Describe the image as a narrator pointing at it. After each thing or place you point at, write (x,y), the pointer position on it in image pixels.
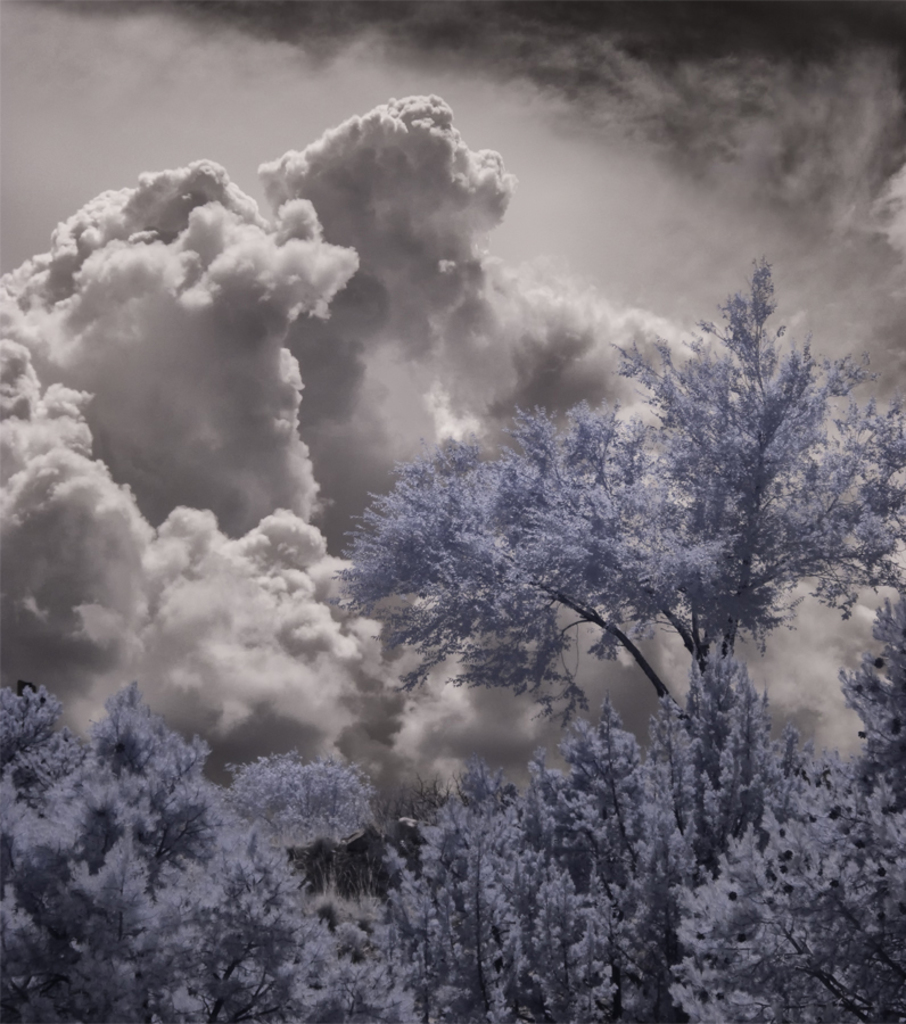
In this image we can see some trees (693,993) and cloudy sky (817,147).
